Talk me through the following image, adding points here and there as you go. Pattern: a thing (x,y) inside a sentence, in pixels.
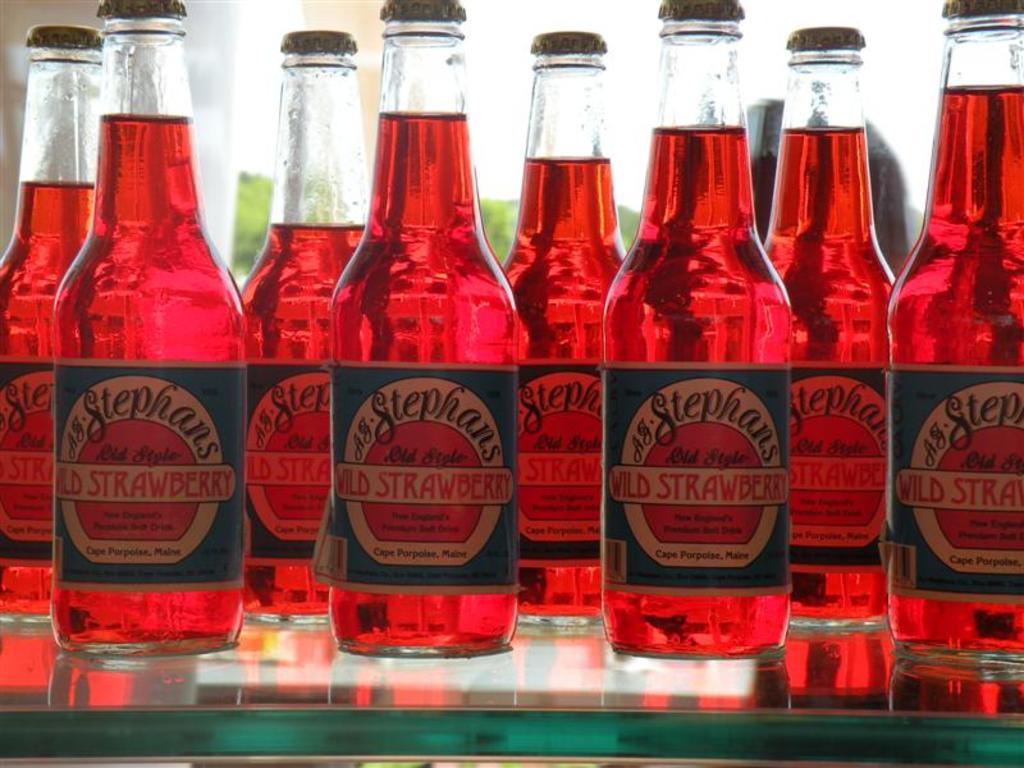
In the image we can see there are lot of bottles (757,538) in which there is a red liquid (614,222).
